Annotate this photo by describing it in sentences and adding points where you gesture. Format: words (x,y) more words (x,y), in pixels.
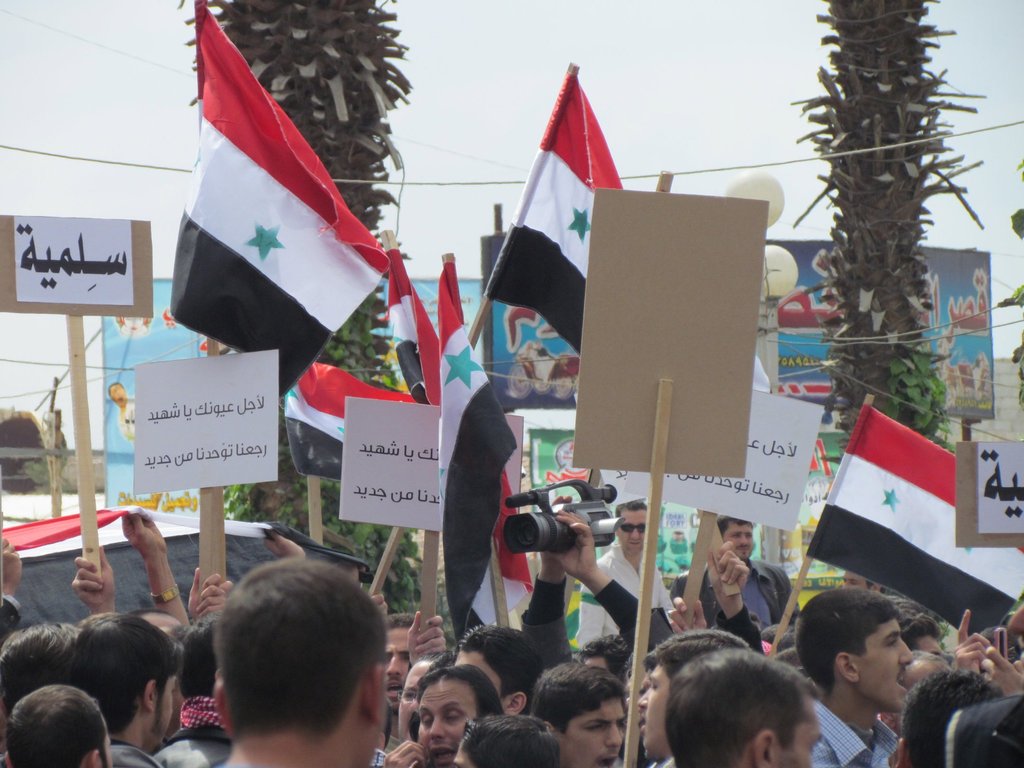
In this image we can see some people (381,652), flags (463,613), name boards (69,302), camera (553,532) and other objects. In the background of the image (499,66) there are trees (903,189), name boards (805,299), the sky (63,424) and other objects (399,170).
